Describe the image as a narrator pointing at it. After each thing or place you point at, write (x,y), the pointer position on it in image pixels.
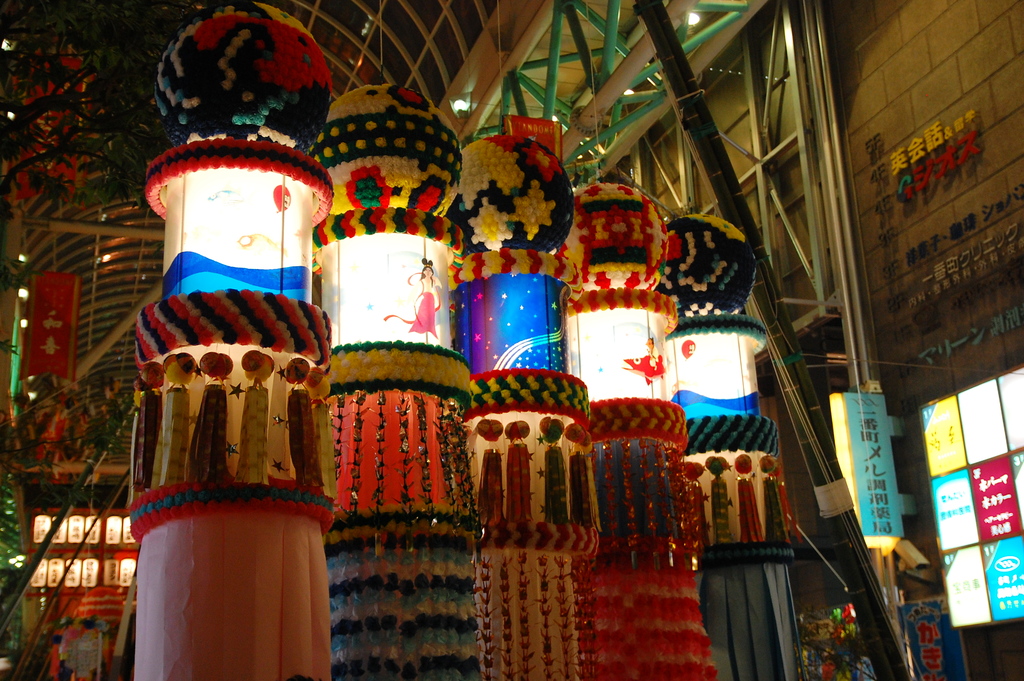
In this image in the center (375,309) there are some poles (406,596), and the poles (389,450) are decorated with some flowers (389,590) and there is light (747,373). And in the background (83,514) there are some boards (1006,570), poles (630,126), text (942,164), wall (865,218) and some objects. At the top (688,20) there is ceiling (541,14) and some lights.
